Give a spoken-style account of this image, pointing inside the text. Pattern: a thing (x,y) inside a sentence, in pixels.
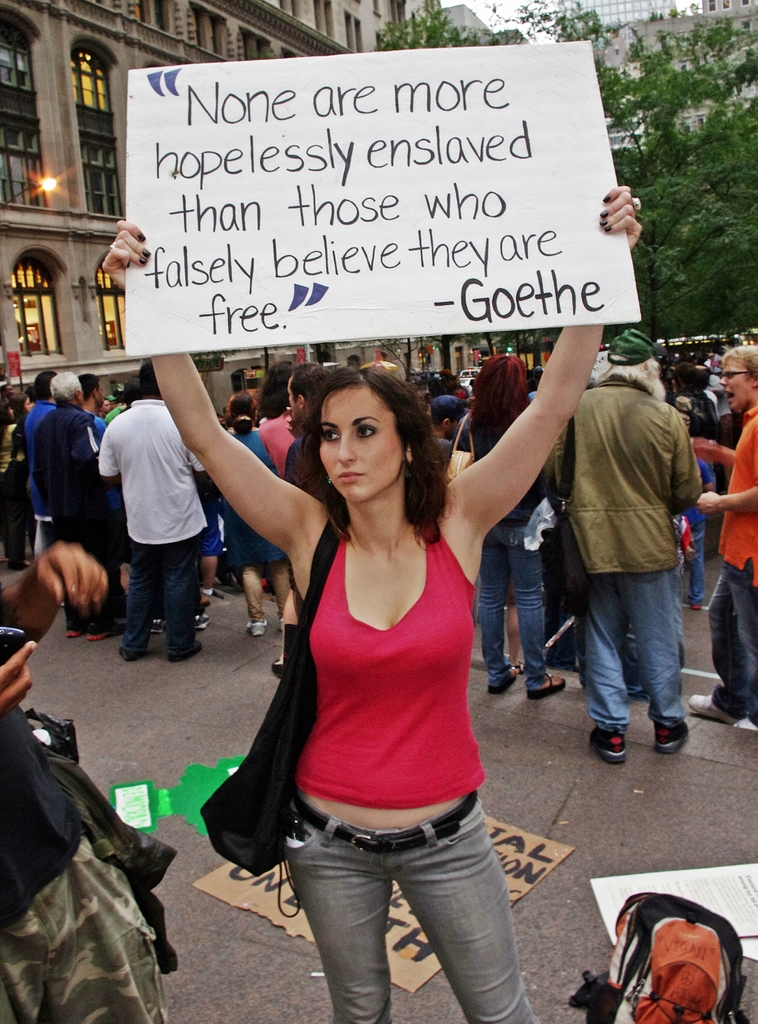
In this image there are a few people (441,484) standing, there is a woman (404,465) holding a bag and a poster (357,246) with some text (496,295) on it. There are few papers (712,904), cardboard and a bag (629,898) on the floor (517,726). In the background (199,47) there are buildings (194,16) and trees (725,236).
